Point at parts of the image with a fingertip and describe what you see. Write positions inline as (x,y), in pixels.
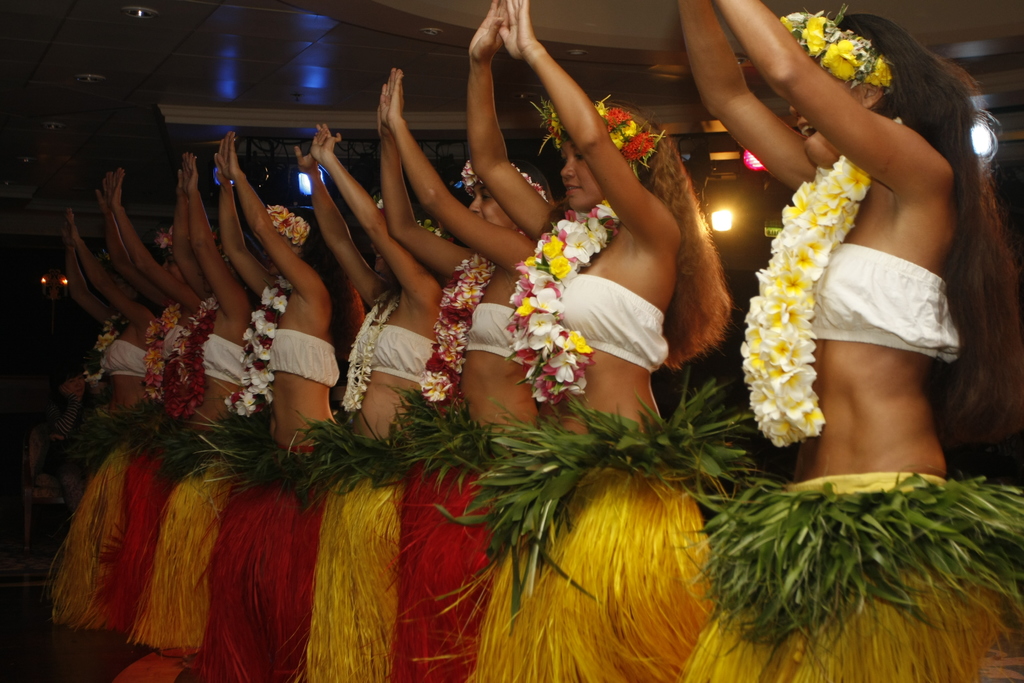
In this image we can see women (347,387) wearing costumes (563,374) and standing on the floor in a row. In the background (376,161) we can see iron grills (274,160), electric lights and a person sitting on the chair (37,493).
